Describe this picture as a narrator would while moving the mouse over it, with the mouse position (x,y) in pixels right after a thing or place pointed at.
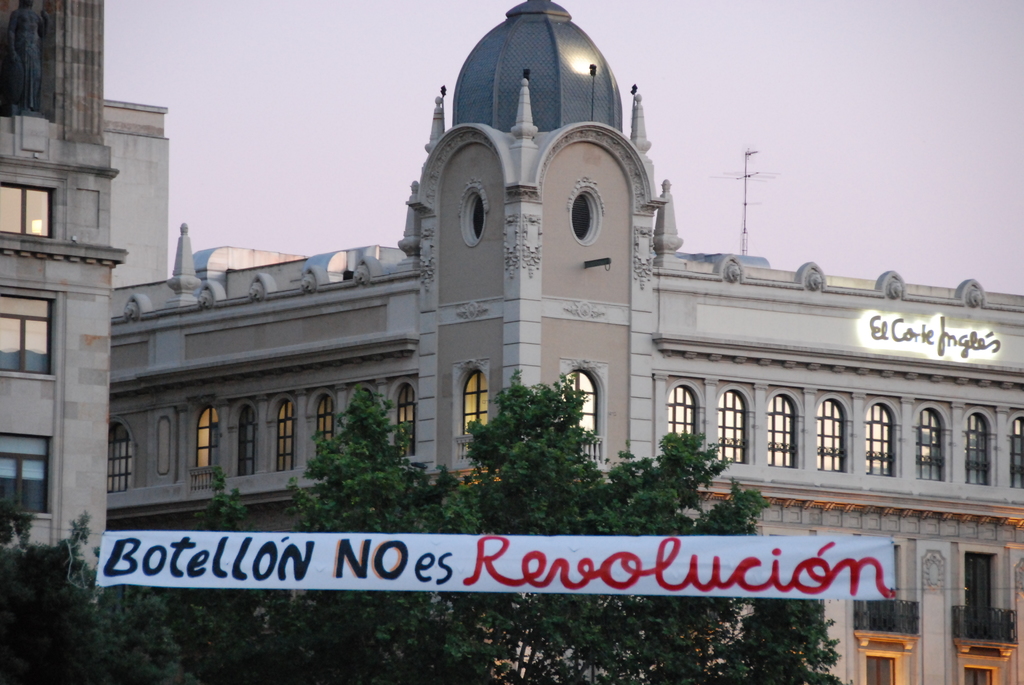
In the center of the image (482,324) there are buildings (608,324). At the bottom (182,531) there is a banner (304,566) and trees (587,599). In the background (434,104) there is sky (749,138).
